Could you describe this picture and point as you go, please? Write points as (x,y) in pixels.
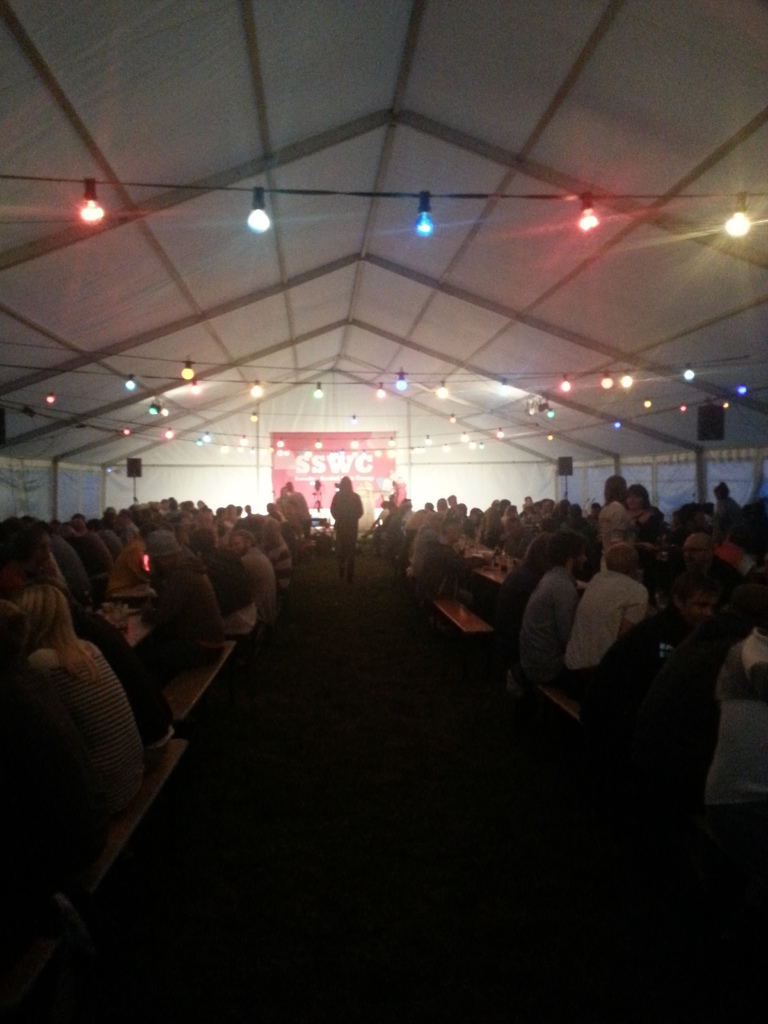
In this picture I can see the inside view of the shed (229,216). In the center (355,587) there is a man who is walking on thin carpet (265,649). On the right (523,652) and left side (22,568) I can see many persons (221,587) who are sitting on the bench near to the table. In the background (387,490) I can see the stage (370,528), banner (301,469) and speakers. At the top (119,184) I can see the lights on the wire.
